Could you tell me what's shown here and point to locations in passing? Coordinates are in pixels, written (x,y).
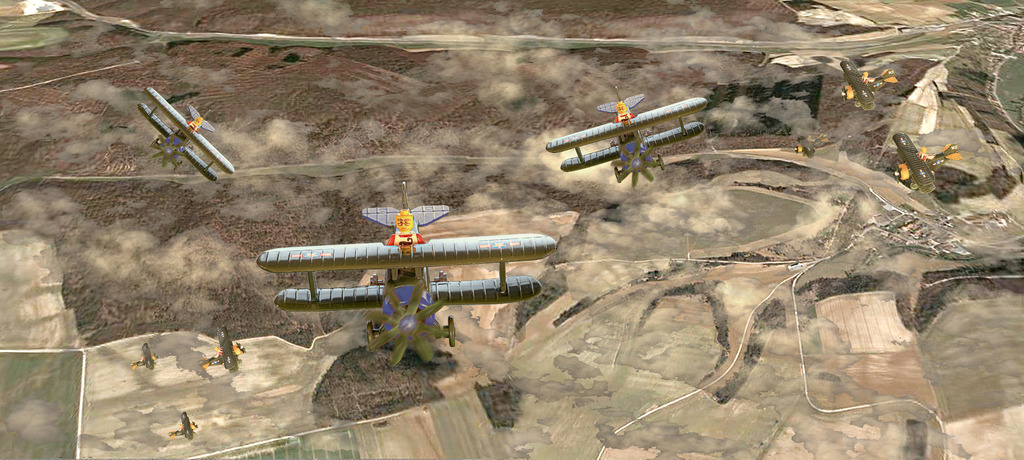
This image is clicked from the top. There are so many airplanes (183,152). There is land (632,275) at the bottom (670,377). There are trees (931,303) in this image.
